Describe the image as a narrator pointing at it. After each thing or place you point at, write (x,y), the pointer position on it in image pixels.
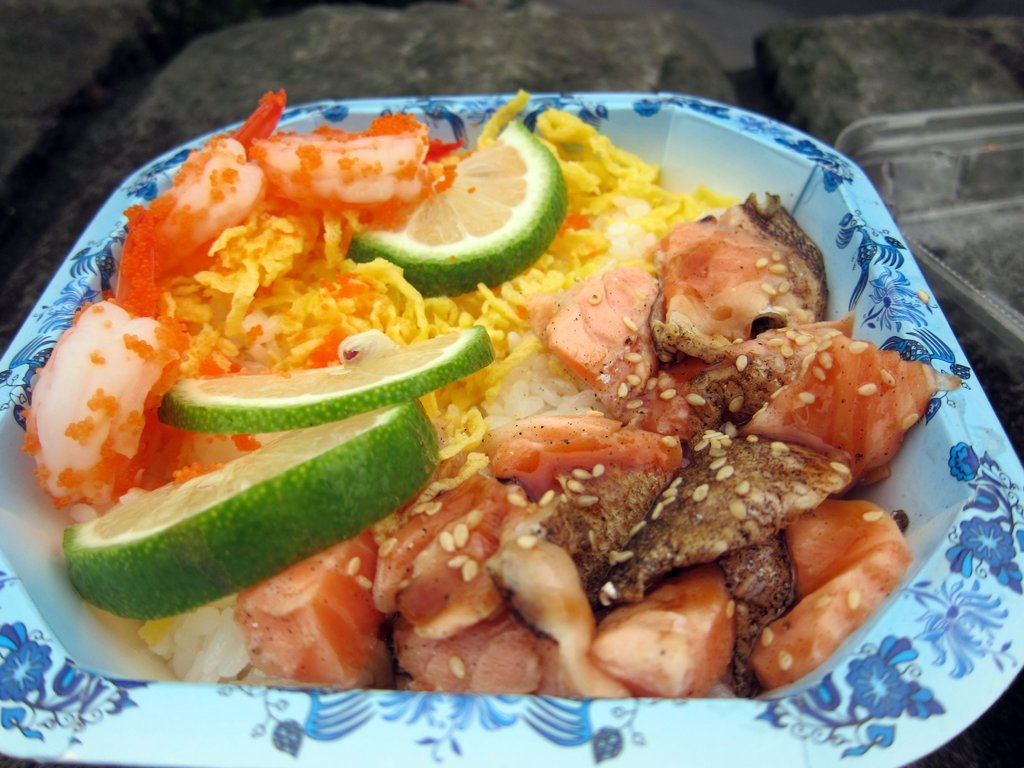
In the image there is a cooked food item (614,413) topped with lemon slices (396,355) and served in a bowl (31,677).
